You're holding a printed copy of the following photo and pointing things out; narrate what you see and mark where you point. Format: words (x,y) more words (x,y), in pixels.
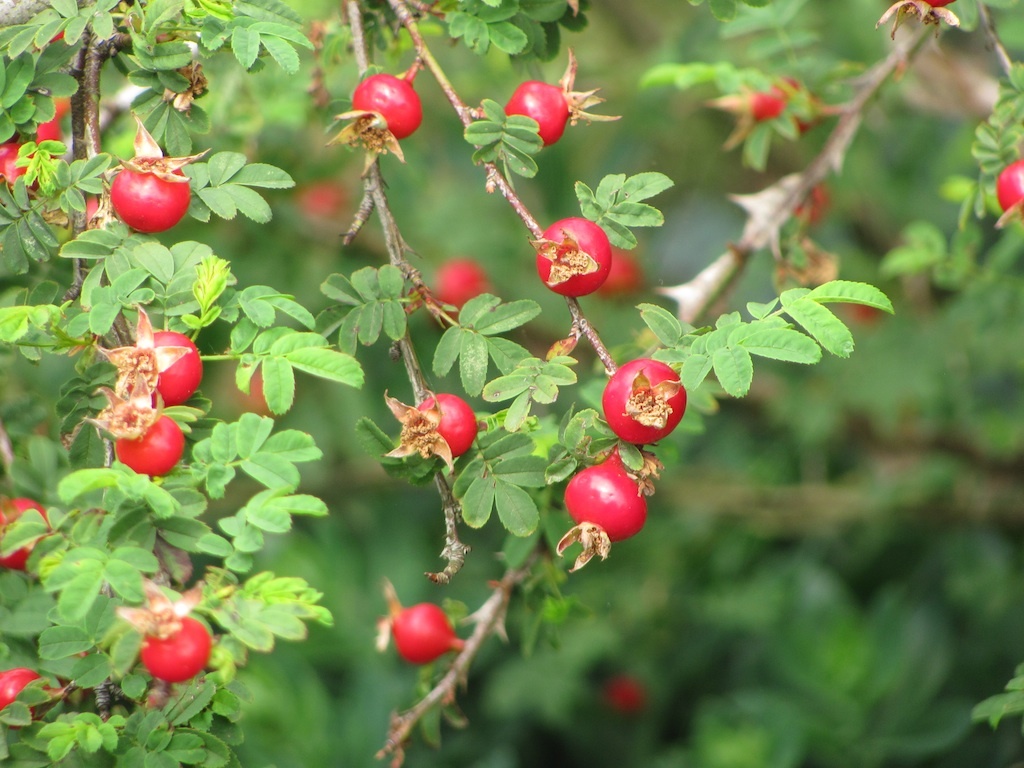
In this image there are branches (719,267) having fruits (132,354) and leaves (393,321). Background (814,734) is blurry.
